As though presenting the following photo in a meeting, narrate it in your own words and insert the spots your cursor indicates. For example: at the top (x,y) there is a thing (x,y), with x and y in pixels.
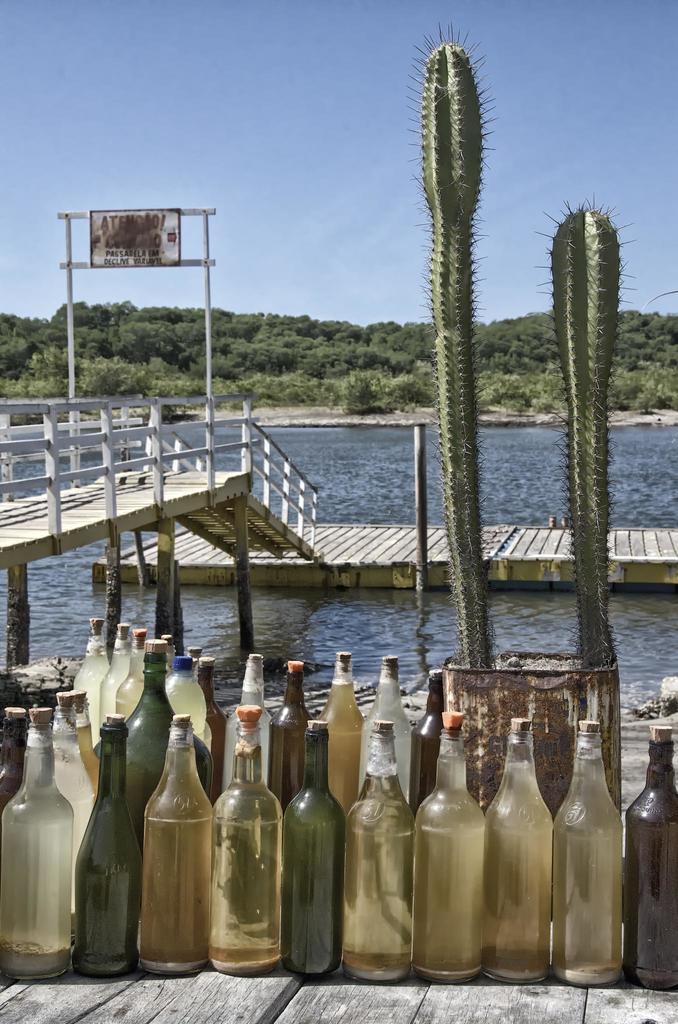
In this picture there are group of bottles (357,825) on the ground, there is a cactus plant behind them. In the background (339,434) there is a bridge (214,476), water (307,455), group of trees (333,376), blue sky (267,155) and a board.
